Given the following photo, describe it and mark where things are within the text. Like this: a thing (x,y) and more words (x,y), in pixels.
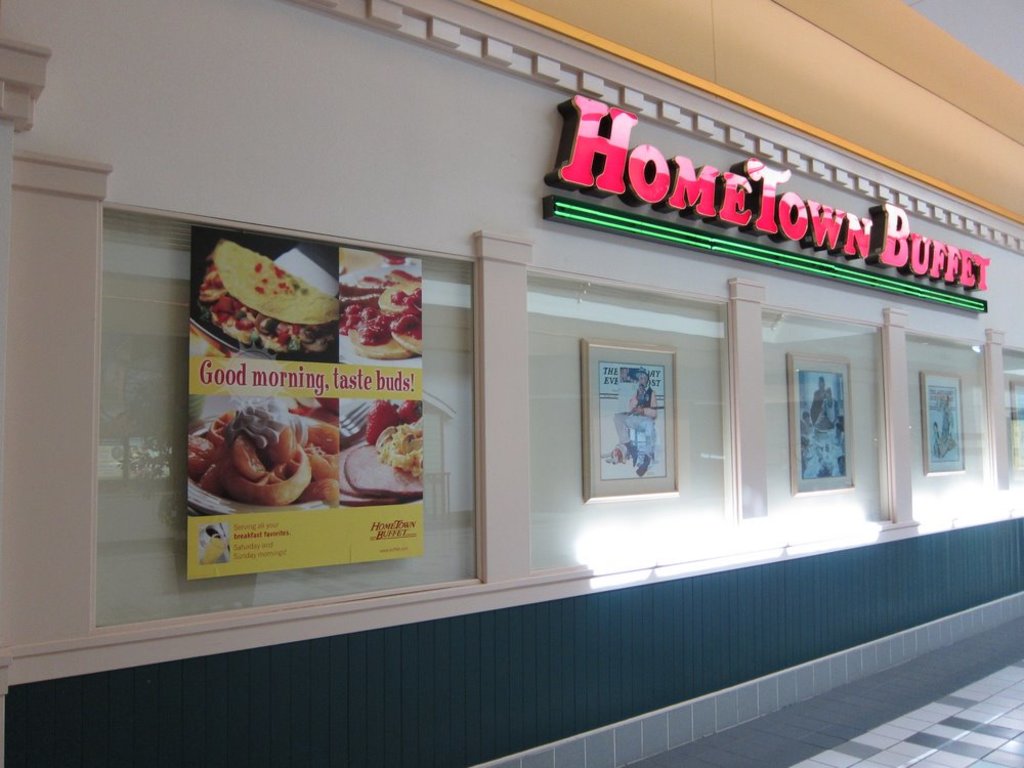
In this picture, we see a building (501,120) or a wall (457,132) in white, orange and black color. In the right bottom (894,676), we see the pavement (913,727). We see the photo frames (597,489) placed on the wall (859,436). On the left side (246,268), we see the poster (303,502) of the food item (276,501) in yellow color is placed on the wall (488,487). On top of the building (693,303), we see the text (701,206) written as "HOMETOWN BUFFET".
